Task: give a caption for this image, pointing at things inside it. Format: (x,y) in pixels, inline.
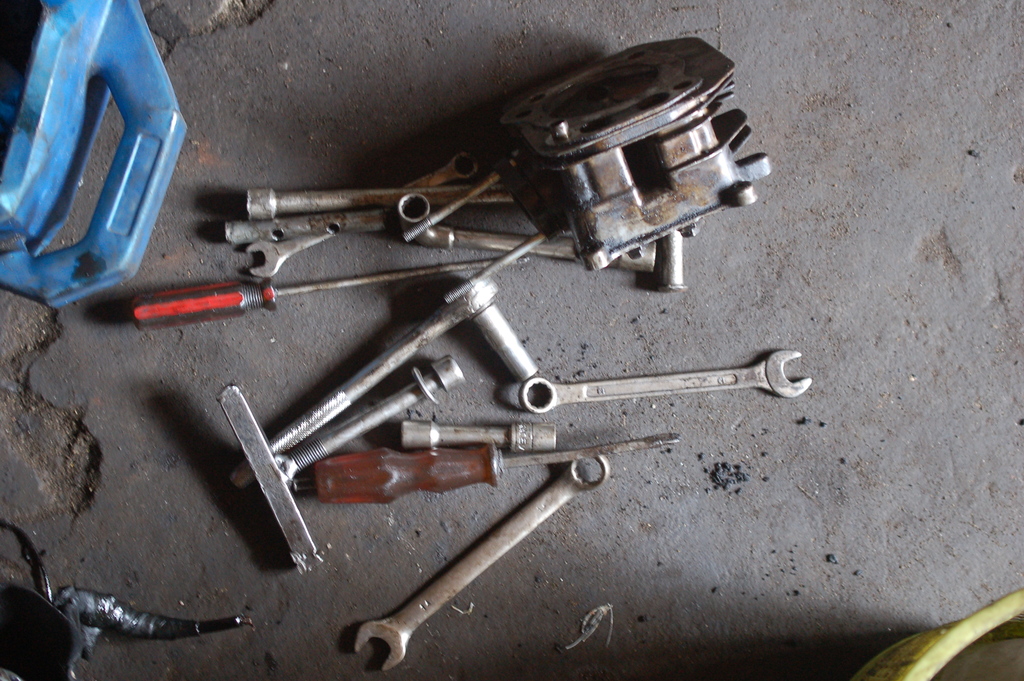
In the center of the image (456,427) we can see screwdrivers (456,480), wrenches (452,317), metal T-handle (252,467) and rods (490,235) placed on the floor (804,484). On the left (57,140) we can see an object (73,165).
